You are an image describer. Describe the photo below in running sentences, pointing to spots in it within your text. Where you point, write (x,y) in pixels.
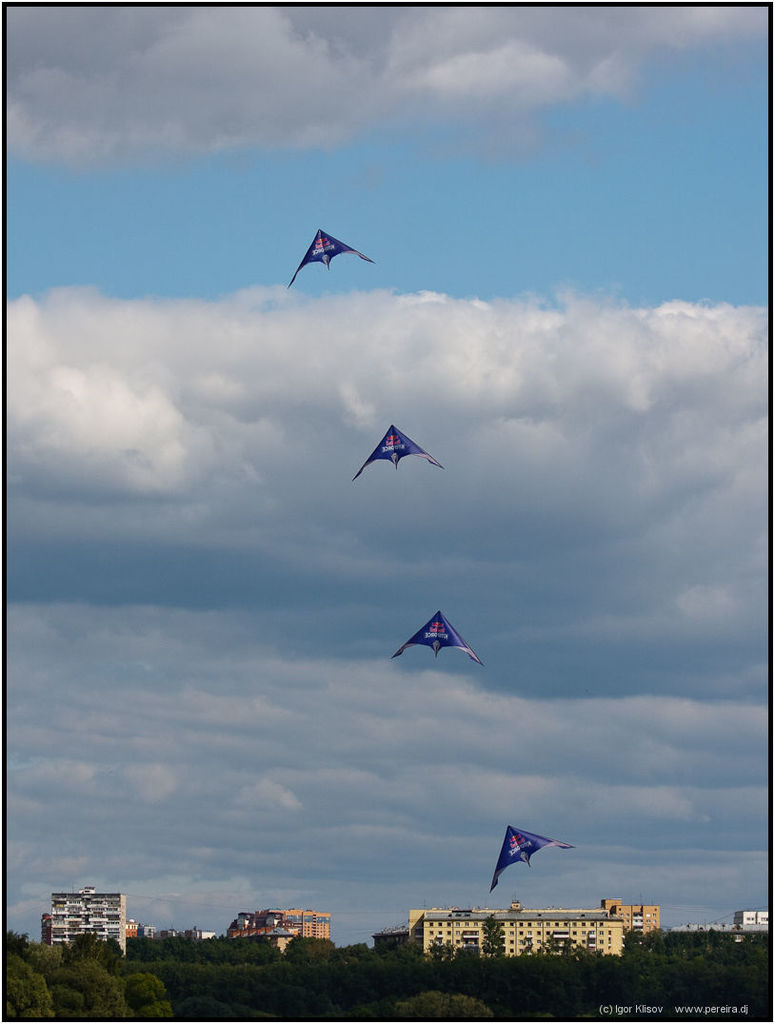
In this image, we can see a four kites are flying in the sky (414,555). At the bottom (506,966), we can see buildings (441,945), trees (56,986). Background (32,232) there is a cloudy sky (463,598). At the bottom of the image (631,1013), we can see a watermark (669,1013).
